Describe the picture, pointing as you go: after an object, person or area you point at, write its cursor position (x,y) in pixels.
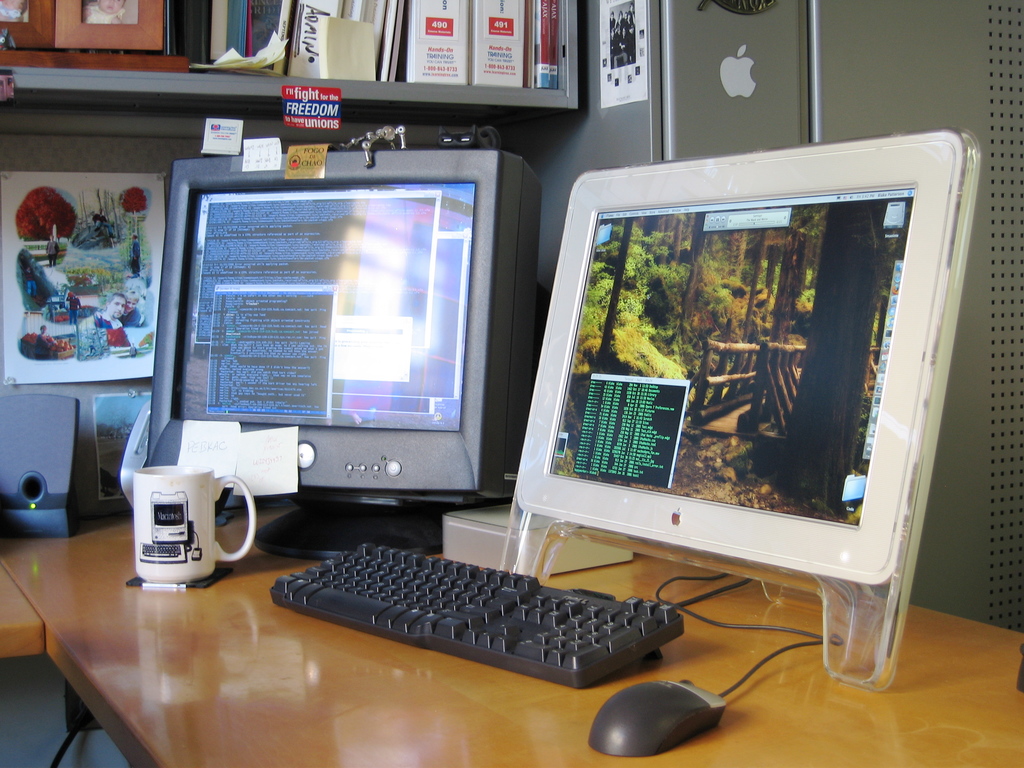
This picture is of inside. On the right (699,593) there is a table (379,708) on the top of which a mug (212,506), keyboard (502,640), mouse (664,702), monitor (333,216) and another monitor (763,483) is placed. On the left corner (145,69) there is a cabinet (219,46) including books (236,41) and picture frames (108,1). In the background (616,117) we can see a wall (600,121) and a machine (842,54).
